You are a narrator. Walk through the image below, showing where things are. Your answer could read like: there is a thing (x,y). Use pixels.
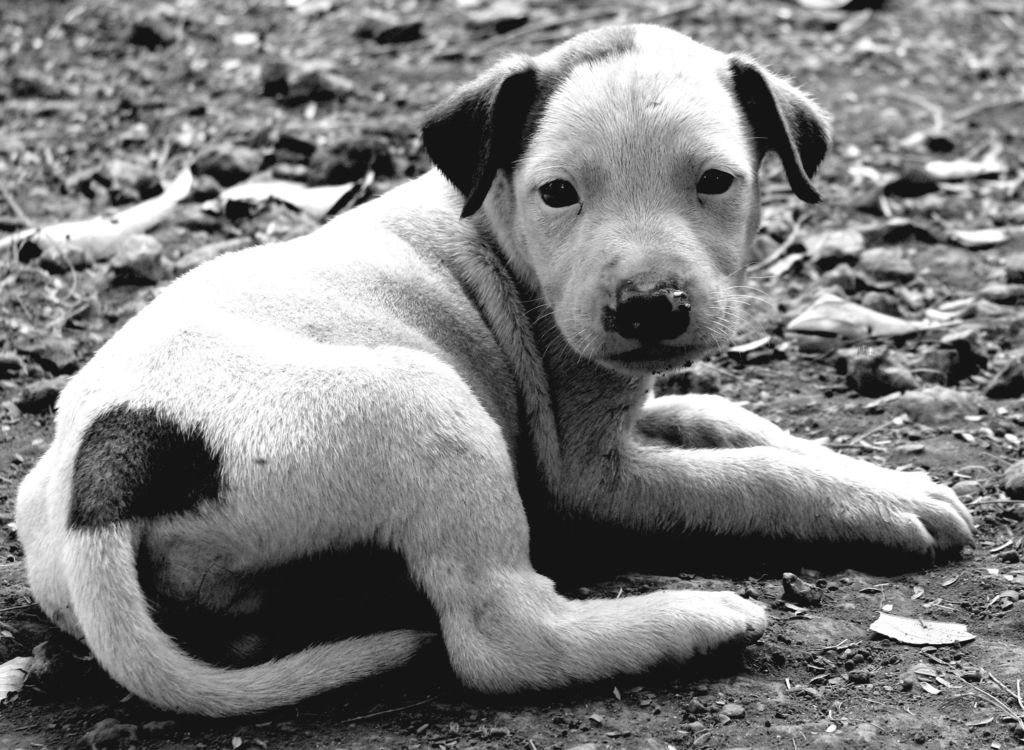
In this picture we can see a dog (529,476) is laying on the ground (760,597).
